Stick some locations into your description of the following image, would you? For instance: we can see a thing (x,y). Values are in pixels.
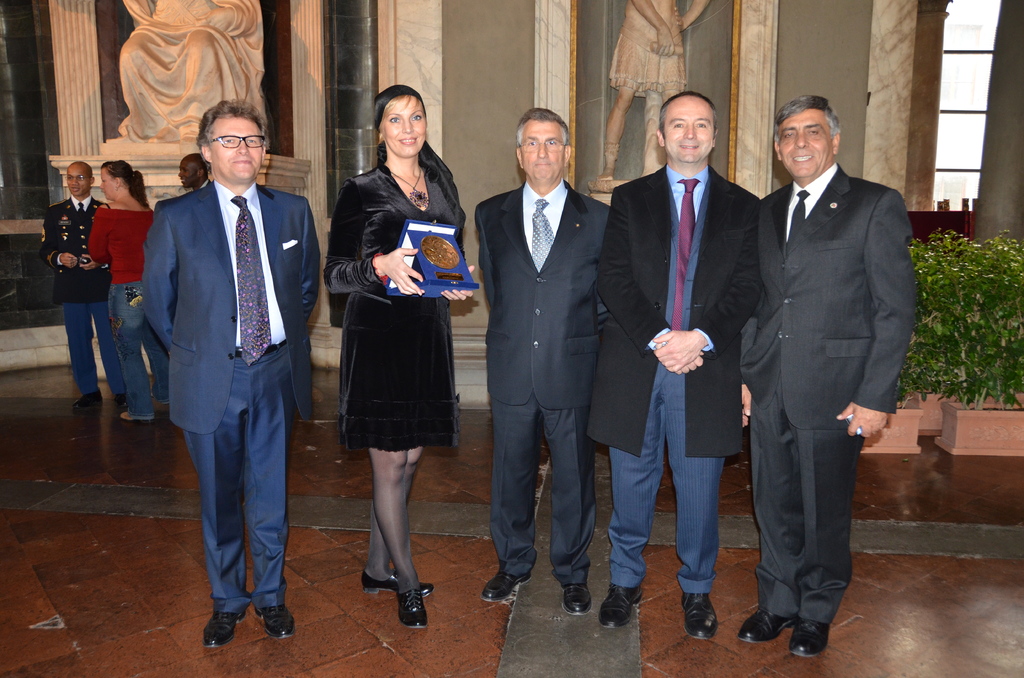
In this image there are five people (546,322) standing on the floor (498,617). There is a woman (388,318) in the middle (410,317) who is holding the memento (429,265) with her hands (396,277). In the background (172,54) there are arts (671,32) and sculptures (191,55). On the right side (936,320) there are small plants (958,342). On the left side (83,221) there are few people (88,206) standing on the floor (478,614) in the background (91,221).
